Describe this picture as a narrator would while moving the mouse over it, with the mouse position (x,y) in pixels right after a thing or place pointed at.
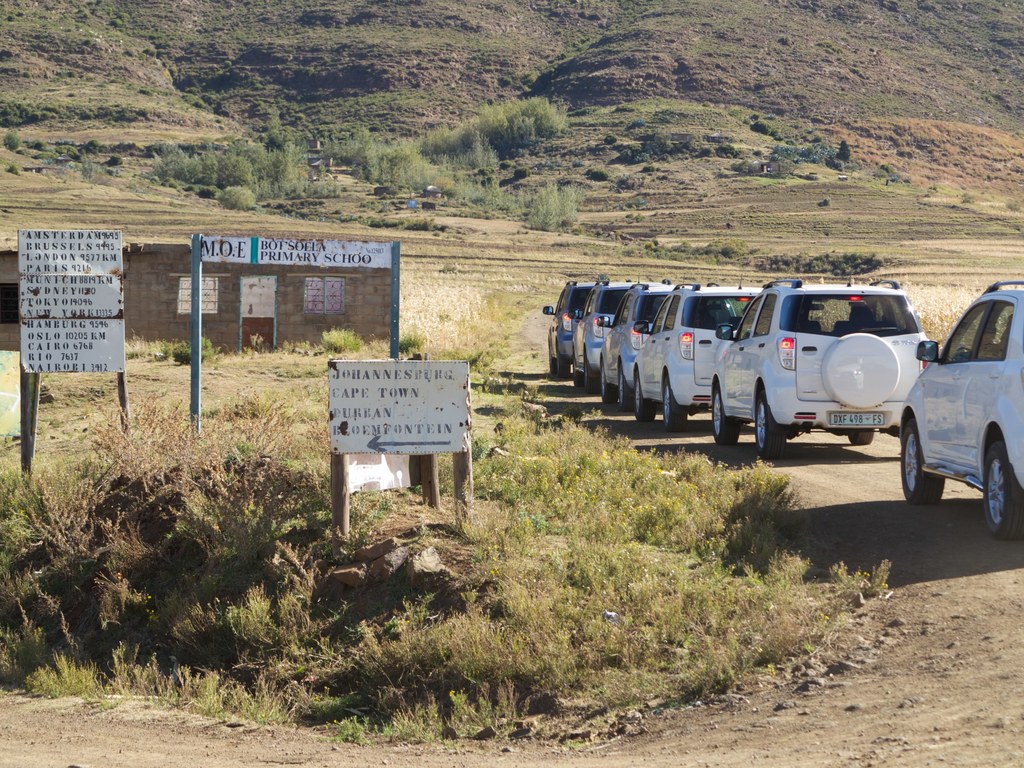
In this image, there are a few vehicles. We can see the ground (502,761). We can also see some grass (545,599), plants (578,478) and poles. We can see some boards (318,249) with text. We can also see a house (289,276).
